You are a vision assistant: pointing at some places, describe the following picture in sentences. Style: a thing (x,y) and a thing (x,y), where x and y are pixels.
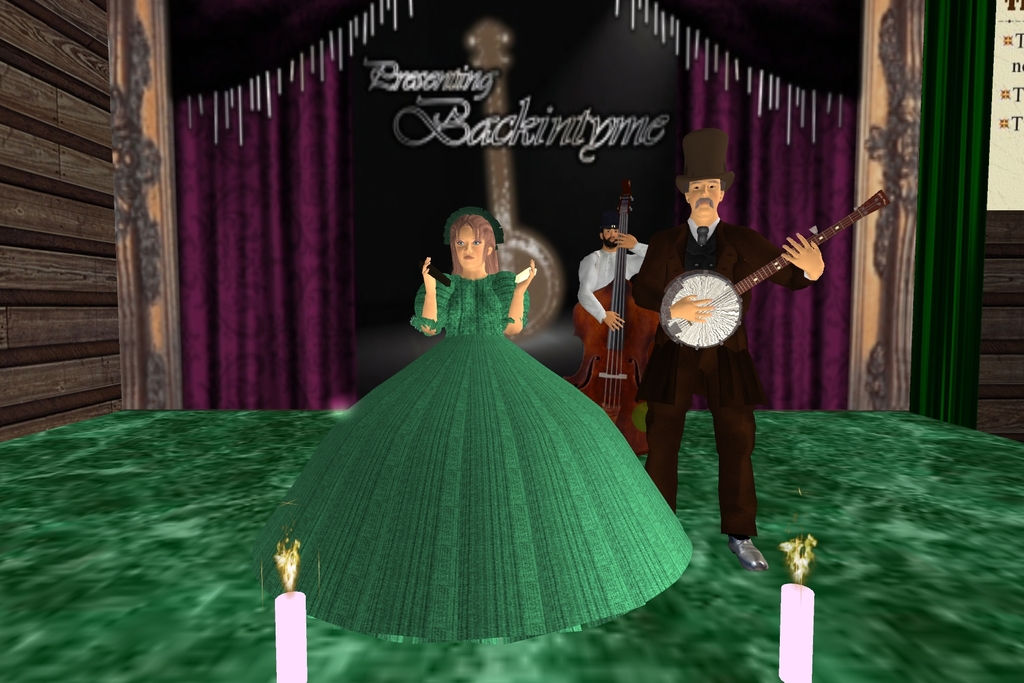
This is an animated image. We can see a woman (463,411) is standing and there are two persons (654,289) holding the musical instruments (706,299). At the bottom of the image (288,648), there are candles (795,621) with flames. Behind the people (586,424), there are curtains (218,281) and a board (472,100). In the top right corner of the image (1016,183), it looks like a banner (1016,158). On the left side of the image (21,253), there is a wooden wall (59,260).
